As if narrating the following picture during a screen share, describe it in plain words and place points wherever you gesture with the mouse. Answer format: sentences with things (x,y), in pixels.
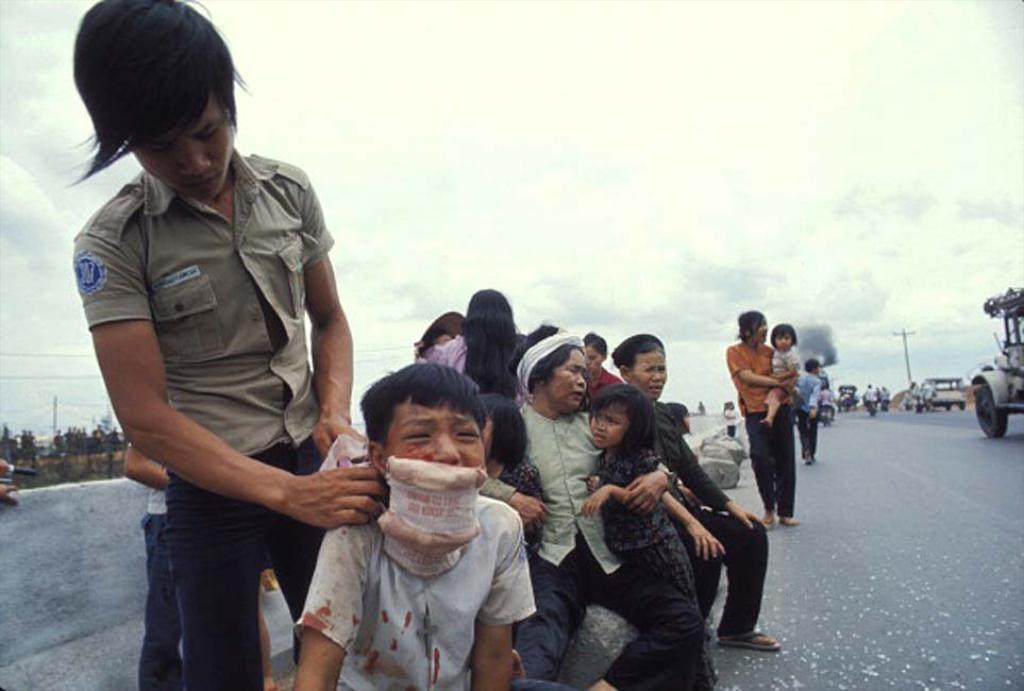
In this image we can see people (385,419), vehicles (873,409), trees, road (1015,576) and in the background (502,150) we can see the sky (432,164).
